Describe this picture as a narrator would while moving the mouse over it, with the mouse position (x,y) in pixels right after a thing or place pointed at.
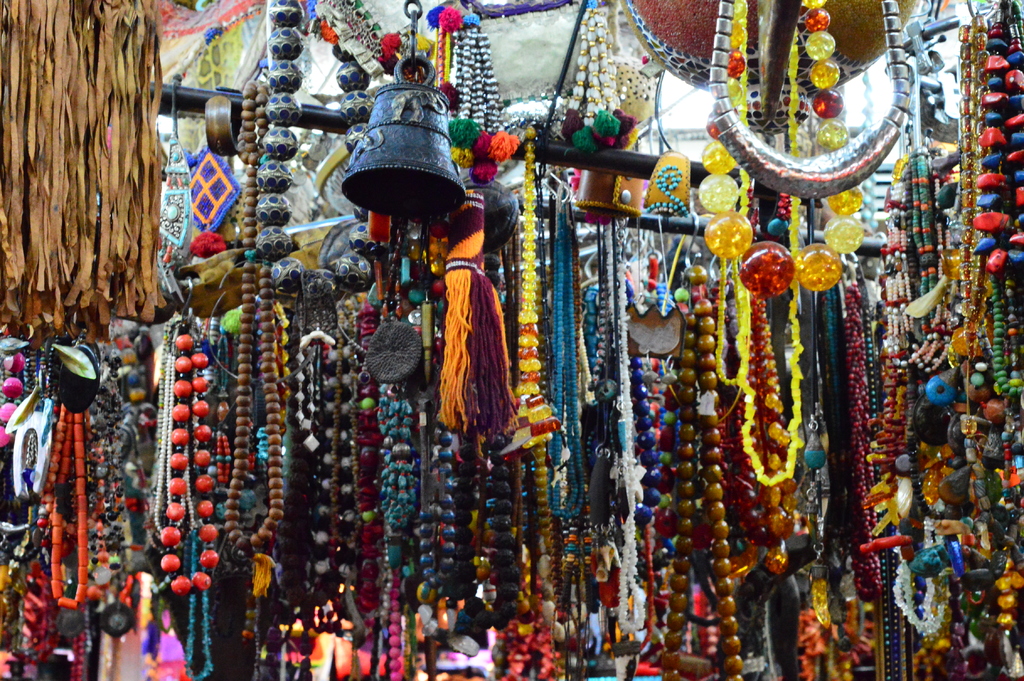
In this picture we can see the inside view of the shop (681,272) with many necklaces (279,231) and stone beads (776,539) hanging in the front (587,382). On the top (414,127) there is a black color bell (432,166).
